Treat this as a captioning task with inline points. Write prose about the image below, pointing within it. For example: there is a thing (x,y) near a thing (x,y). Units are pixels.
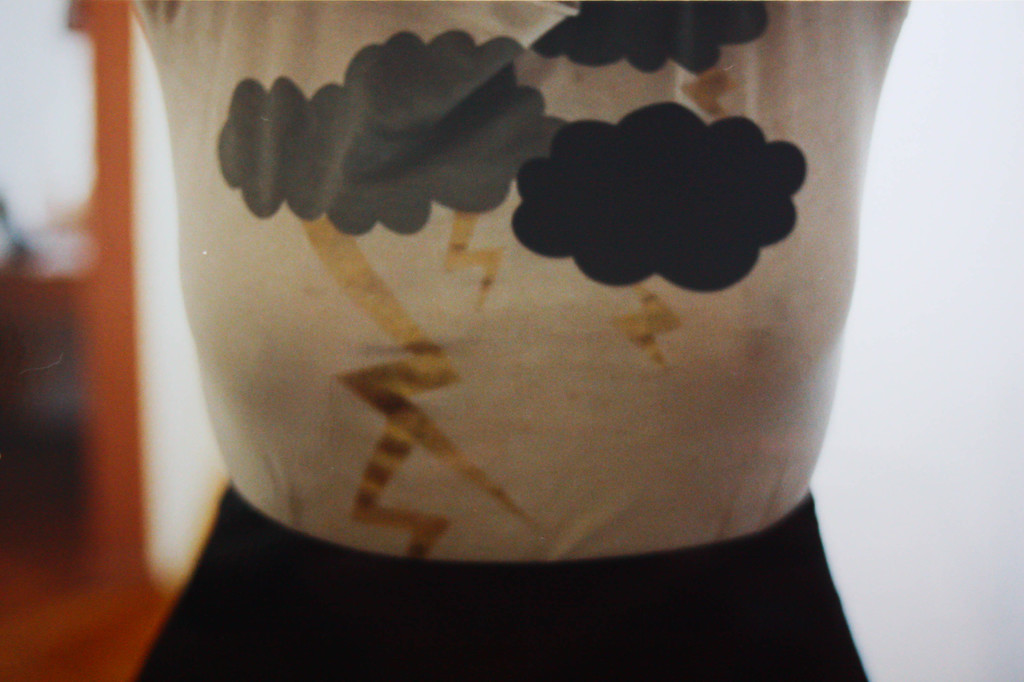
In this picture we can see clothes (276,294) and in the background (67,174) we can see some objects (83,331) and it is blurry.
